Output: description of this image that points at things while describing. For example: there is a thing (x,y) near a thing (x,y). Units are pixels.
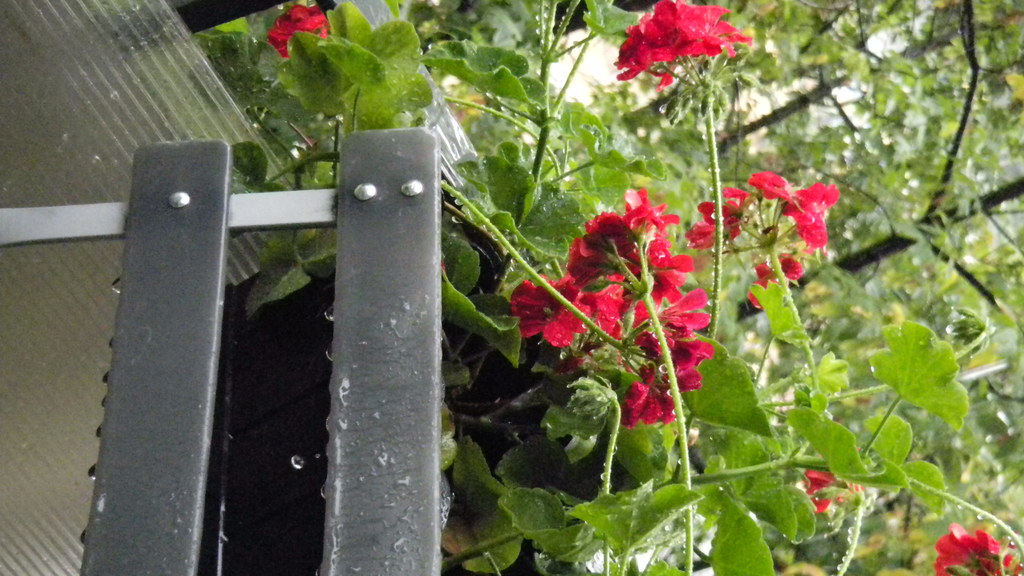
This is the picture of a place where we have some flowers (820,505) to the plant (284,281) which is beside the fencing (344,238) and behind there are some trees (843,137).
